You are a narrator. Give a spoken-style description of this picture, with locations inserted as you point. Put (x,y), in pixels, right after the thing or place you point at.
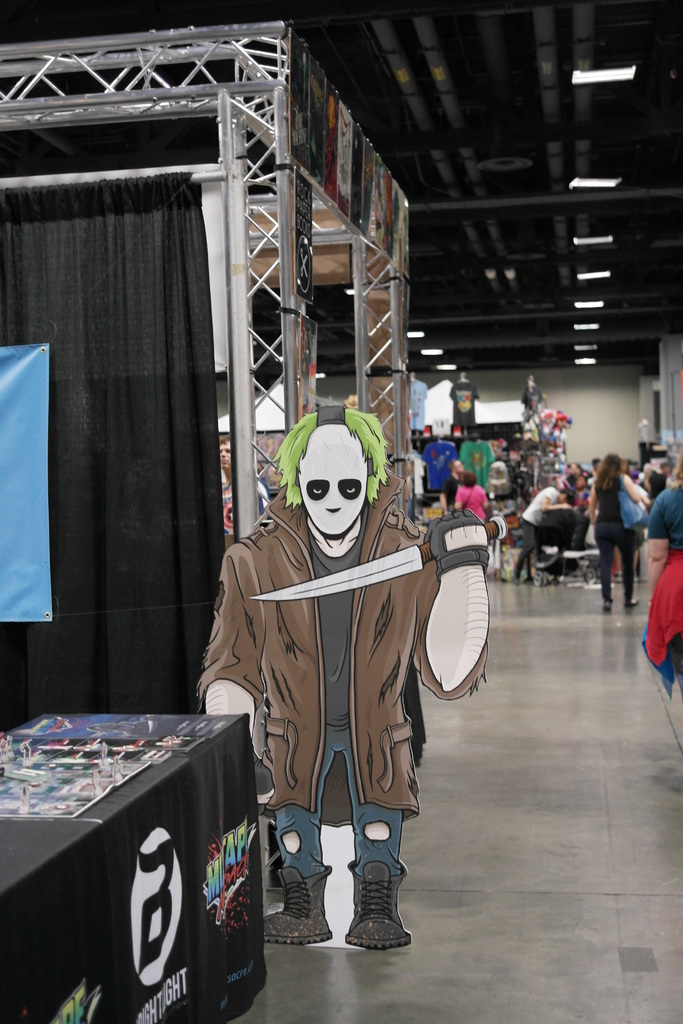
In this image, we can see people (545,511) wearing clothes (613,494). There is a cutout (436,603) in front of support beams (373,315). There is a curtain (119,513) on the left side of the image (119,484). There is a table (170,983) in the bottom left of the image (170,983). There are lights (597,71) in the top right of the image (581,331).
